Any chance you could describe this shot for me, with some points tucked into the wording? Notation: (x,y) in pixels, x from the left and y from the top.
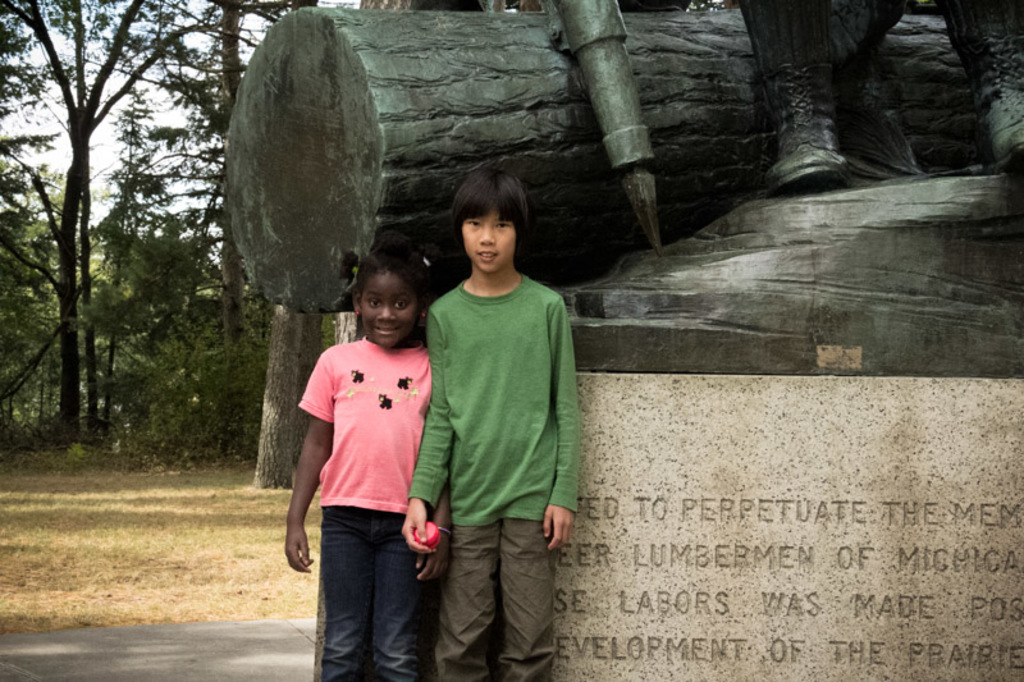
In this image we can see children (442,315) standing on the floor (229,641). In the background (361,117) we can see statue (812,87), pedestal (799,396) with some text (724,525) on it, ground (156,527), trees (151,321) and sky (136,88).
